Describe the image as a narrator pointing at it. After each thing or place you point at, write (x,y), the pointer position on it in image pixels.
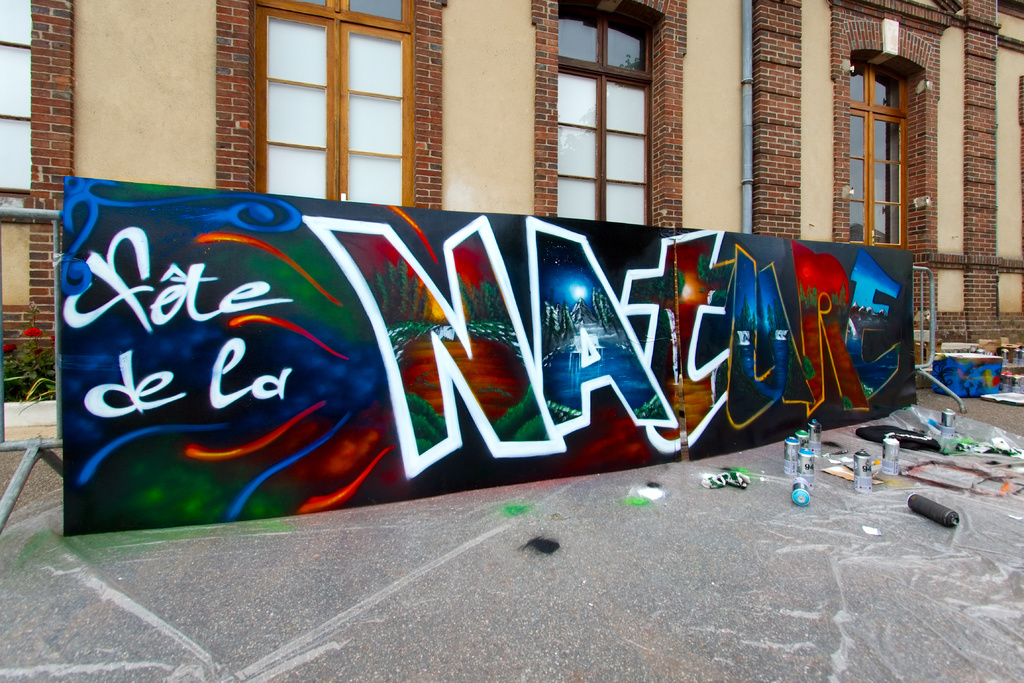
In the center of the image (429,380) we can see board (429,366). At the bottom of the image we can see graffiti bottles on the floor (675,583). In the background (739,148) we can see windows (560,128), pipe (752,141) and building (765,139).
